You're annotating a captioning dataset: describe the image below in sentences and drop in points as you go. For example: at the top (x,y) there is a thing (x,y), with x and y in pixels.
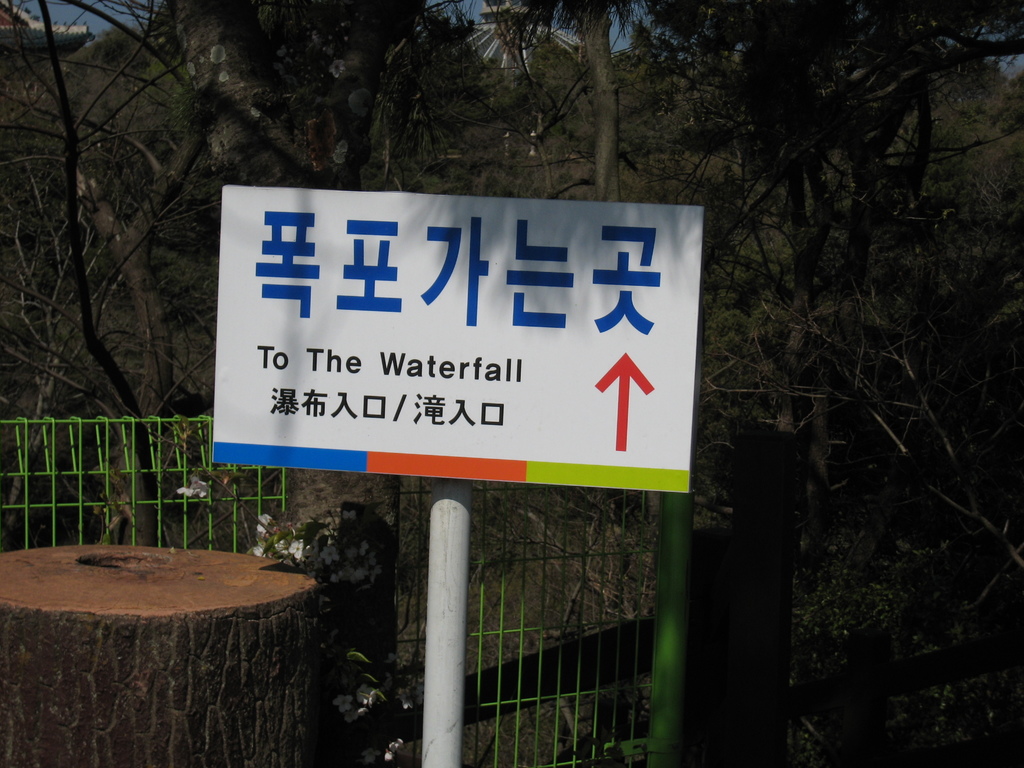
In this picture we can see a pole (460,651) and a board (585,436) in the front (533,355), there is some text (545,325) on the board (319,338), at the left bottom (109,566) there is wood (111,574), in the background (933,98) there are some trees (518,88), we can see the sky (76,18) at the top of the picture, there are some grilles (101,465) in the middle (503,500).
